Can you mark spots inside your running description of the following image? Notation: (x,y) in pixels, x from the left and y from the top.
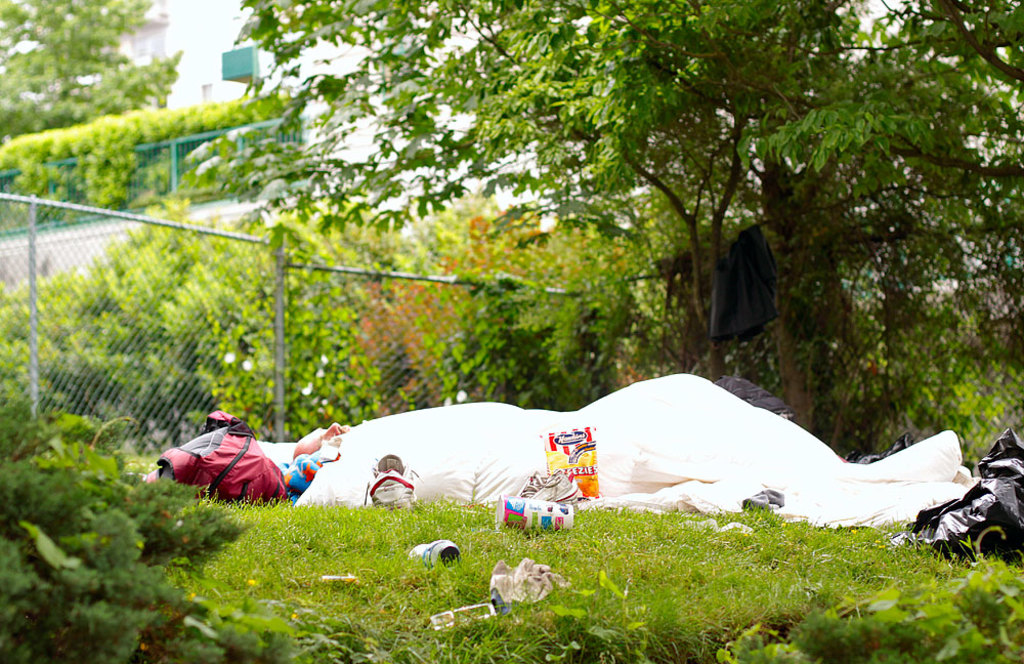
In this image, we can see a person (647,410) lying. We can see the ground (398,513) with some grass (458,536) and some objects (506,597). We can also see some trees (391,127), plants (142,616) and the fence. We can see a house (373,146) and an object (998,511) on the right (1008,495). We can see some clothes (747,306).
